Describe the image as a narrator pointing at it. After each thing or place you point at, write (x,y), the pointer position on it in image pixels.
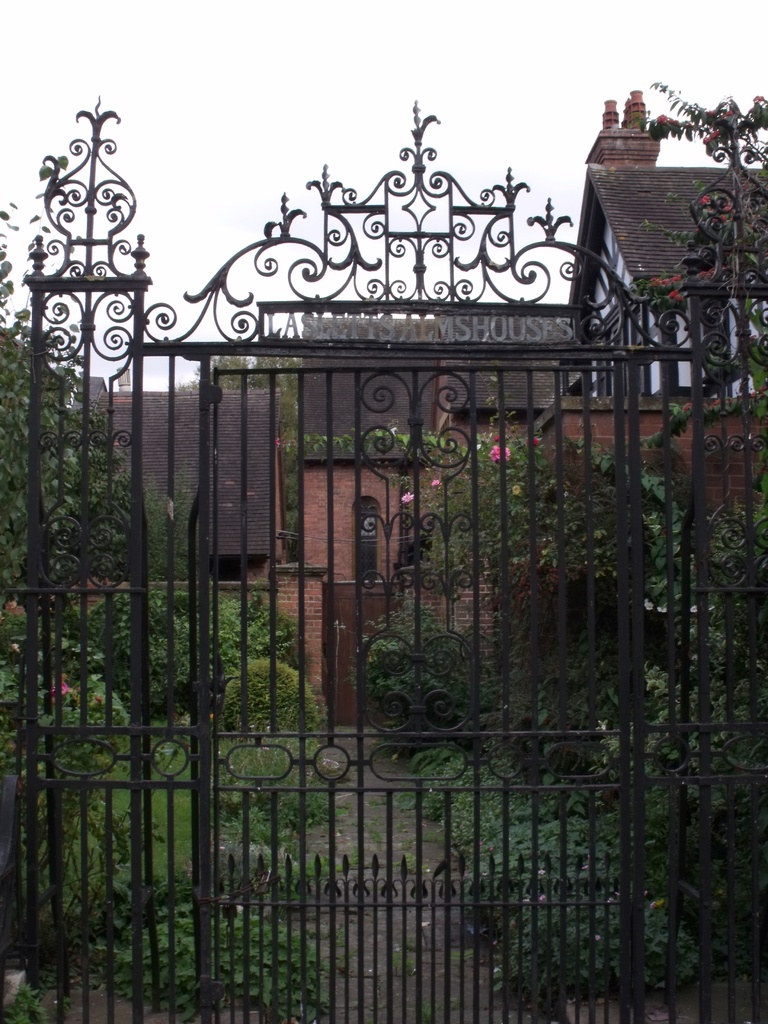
In this picture I can observe a black color gate (208,827). Behind the gate (86,683) there are some plants (187,677) on the land (227,745). In the background (258,429) there is a building (277,513) and a sky (323,161).
